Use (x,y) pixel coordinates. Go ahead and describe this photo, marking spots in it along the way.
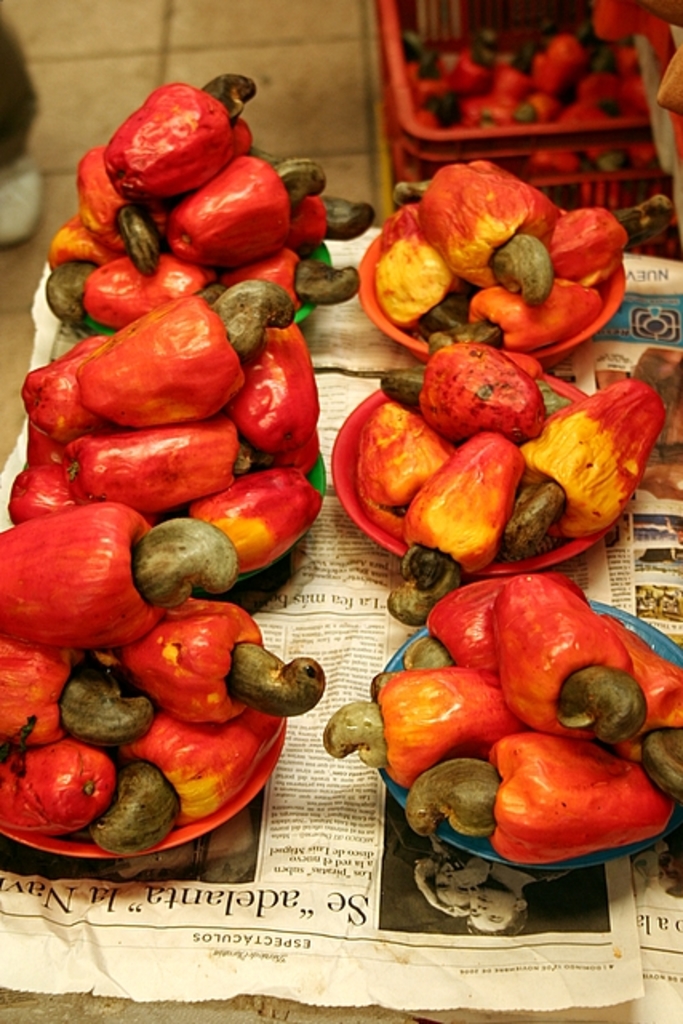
In this image we can see some cashew apples (186,742) which are in plates (566,395) are on the table (190,1020) and in the background of the image (469,101) we can see some red fruits (423,115) in a bin (413,117).
